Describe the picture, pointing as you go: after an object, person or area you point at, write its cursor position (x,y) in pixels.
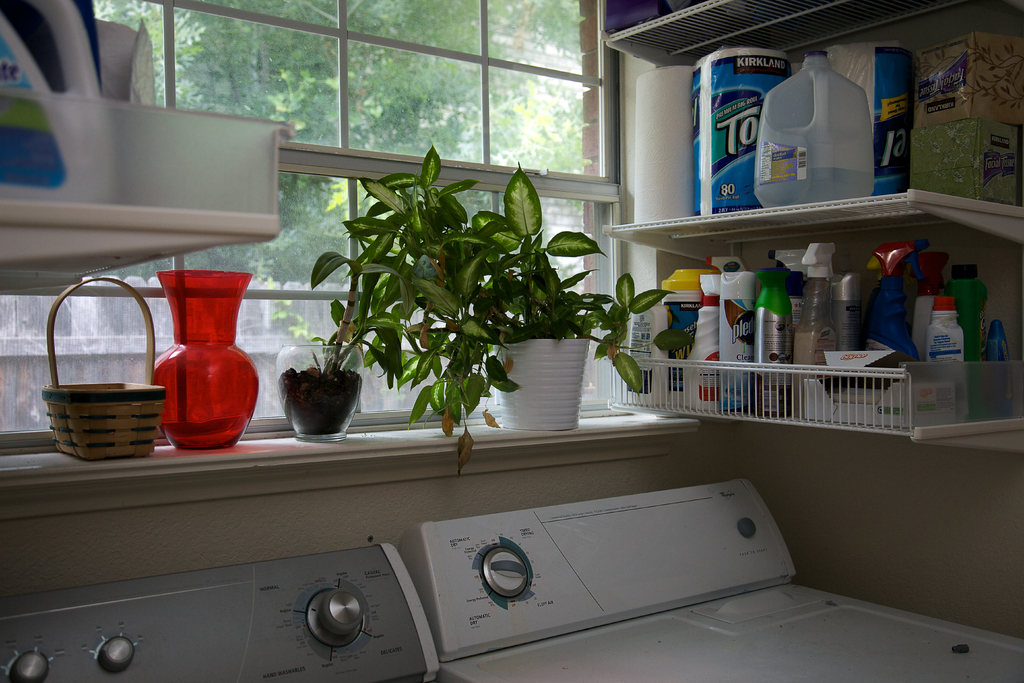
In this image, we can see washing machines (651,580) and in the background (113,414), there is a basket (125,411), a vase (218,396) and flower pots (534,368) and in the shelf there are containers (824,153) and bottles (837,278), we can see a window (460,108) and through the window (515,115), there are trees (411,96) visible.
